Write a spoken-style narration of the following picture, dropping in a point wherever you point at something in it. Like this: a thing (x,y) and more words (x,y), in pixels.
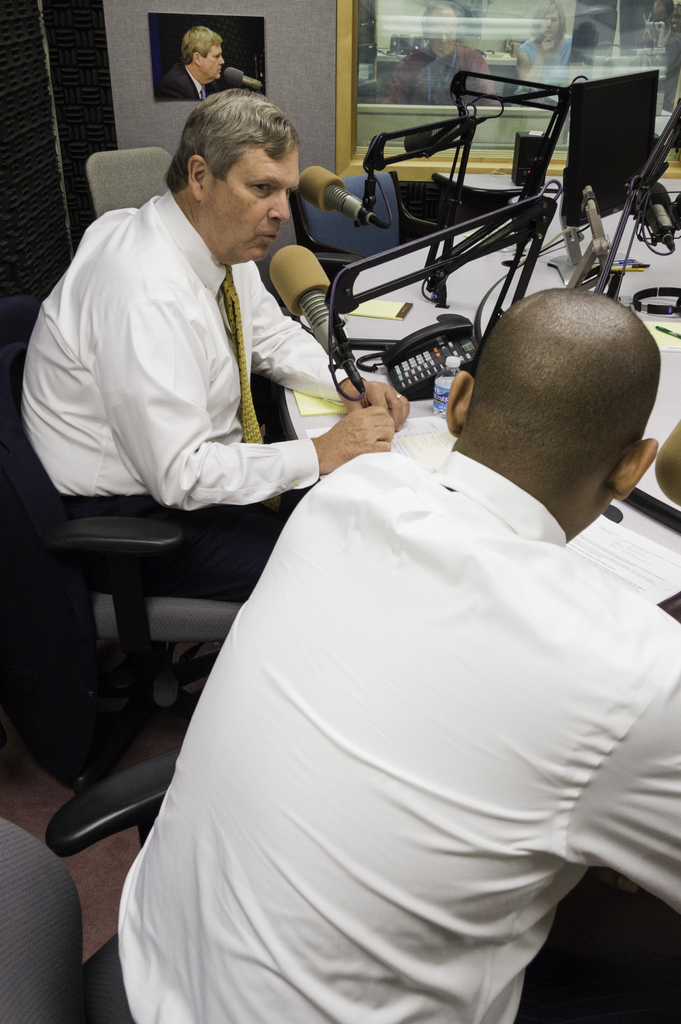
This picture is taken inside the room (304,157). In this image, we can see two people (425,611) are sitting on the chair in front of the table (402,337), on that table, we can see a telephone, microphone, monitor (592,146), electric wires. In the background (551,114), we can also see some chairs (359,190), glass window (619,1), in the glass window (523,73), we can see two people (528,72). In the background (263,29), we can also see photo frame (162,62) of a man (200,77) in front of a microphone (239,81) is attached to a wall (331,76). On the left side (3,157), we can also see black color.
